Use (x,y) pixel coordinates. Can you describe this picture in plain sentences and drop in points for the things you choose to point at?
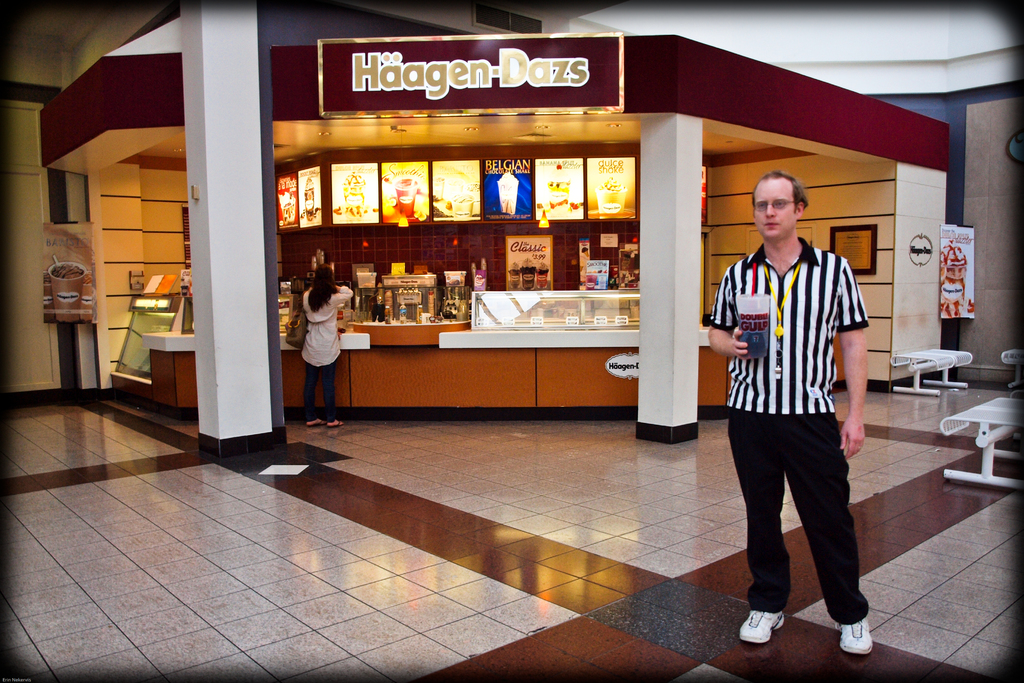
In this picture we can see a man (760,560) standing on the ground (808,549) and in the background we can see a woman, pillars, wall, posters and some objects (1012,354).
